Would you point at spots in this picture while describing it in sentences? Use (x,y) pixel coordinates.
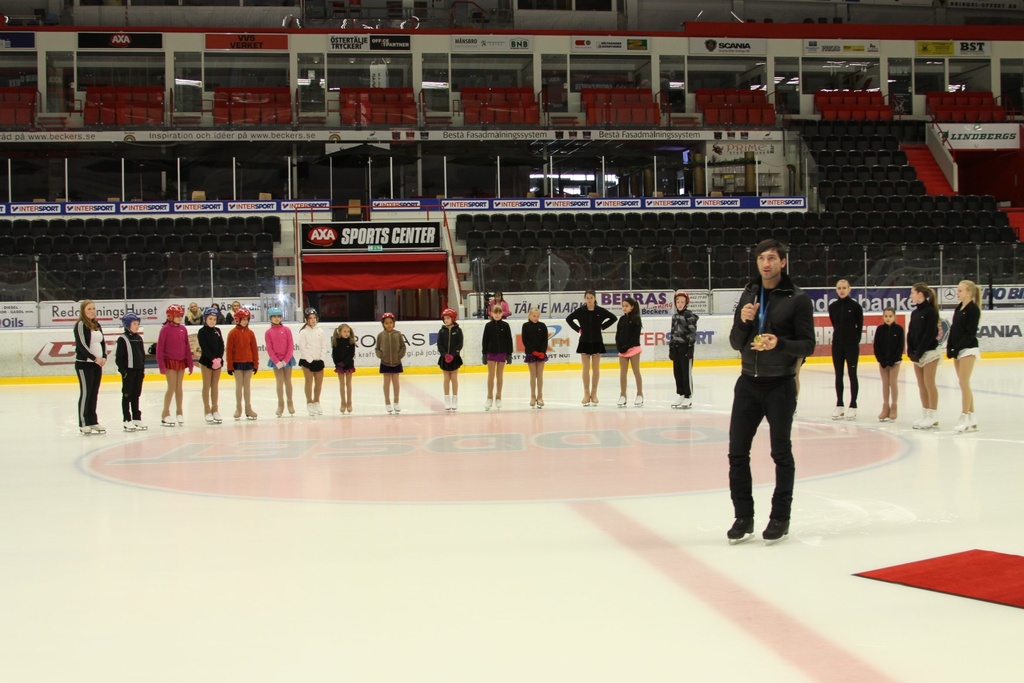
In this picture in the center (451,376) there are a group of persons (82,368), who are standing and in the foreground (742,462) there is one man (760,416) who is standing on the floor (653,410). In the background (834,201) there are some chairs (166,219), boards (320,234), lights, poles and a wall (181,42).
